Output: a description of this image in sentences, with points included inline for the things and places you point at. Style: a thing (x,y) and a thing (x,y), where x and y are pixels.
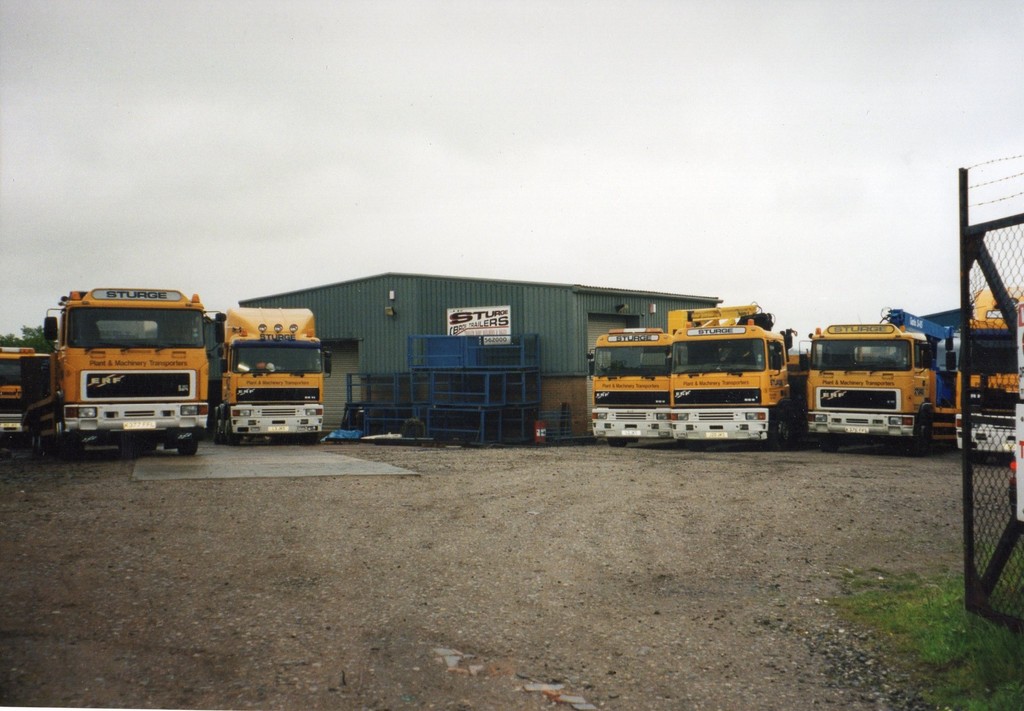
In this image I can see land (628,624) in the front (868,609). There is a fence (988,446) on the right (1010,493). There are trucks (609,405) at the back (12,371) and there is a shed (558,359) in the center (496,330). There is sky (452,80) at the top (159,177).
